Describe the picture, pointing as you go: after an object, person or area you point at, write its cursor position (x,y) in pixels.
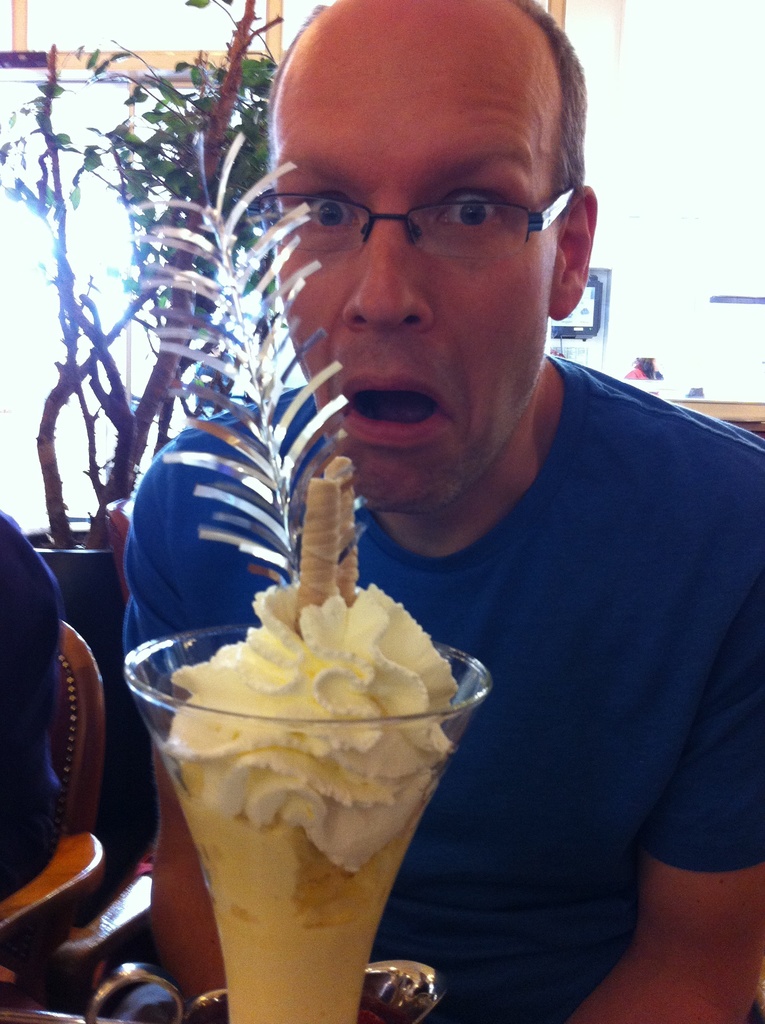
In this picture we can see a person (661,565), in front of him we can see a glass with ice cream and in the background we can see a house plant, frames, wall (755,219).
